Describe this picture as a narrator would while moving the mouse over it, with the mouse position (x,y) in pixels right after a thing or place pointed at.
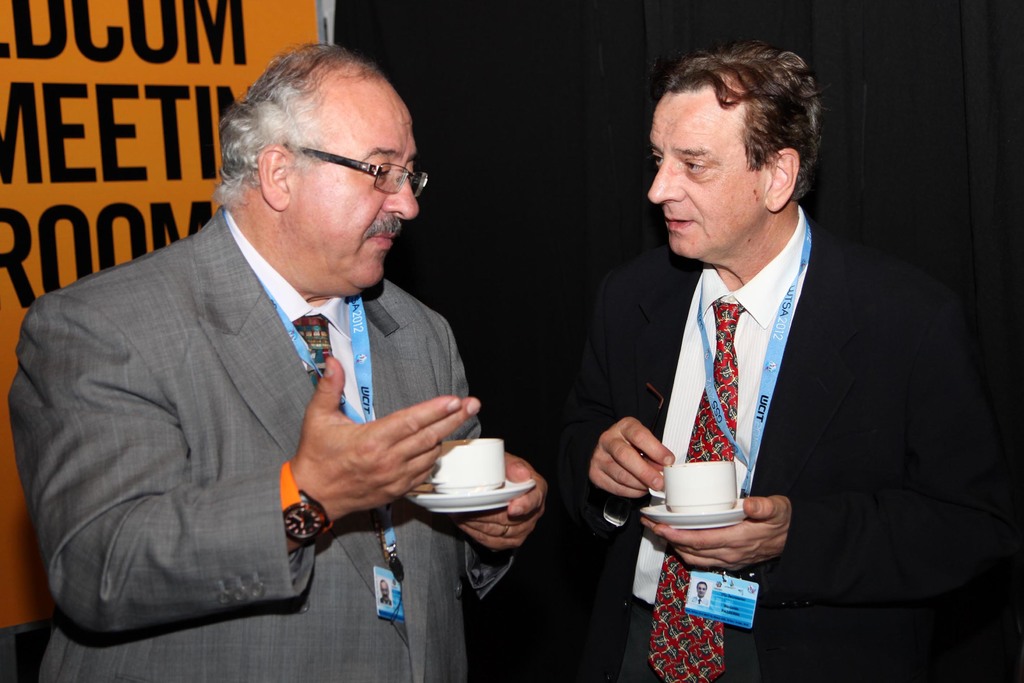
In the picture we can see two men (603,594) are standing and talking to each other and they are in blazers (329,553), ties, shirts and ID cards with tags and they are holding cup (695,466) and saucers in their hands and behind a man (287,562) we can see a part of a banner (110,207) with something written on it.
